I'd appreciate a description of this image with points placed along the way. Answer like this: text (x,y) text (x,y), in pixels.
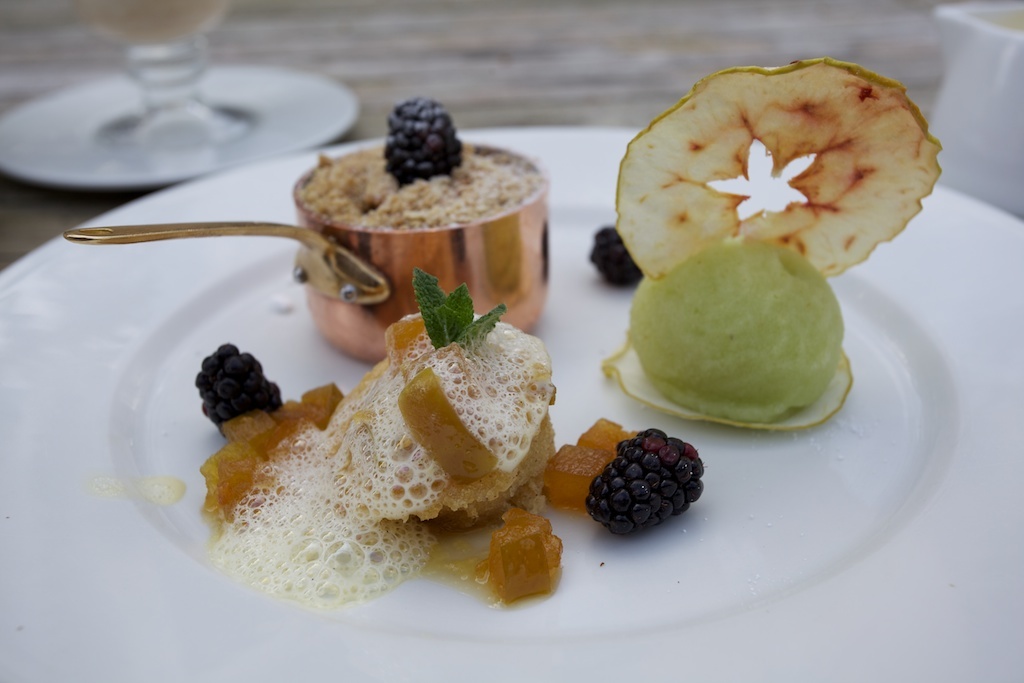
In this image I can see few food items (617,518) in the plate (628,324) and the food items (712,304) are in green, cream, brown and black color and the plate (713,608) is in white color.
